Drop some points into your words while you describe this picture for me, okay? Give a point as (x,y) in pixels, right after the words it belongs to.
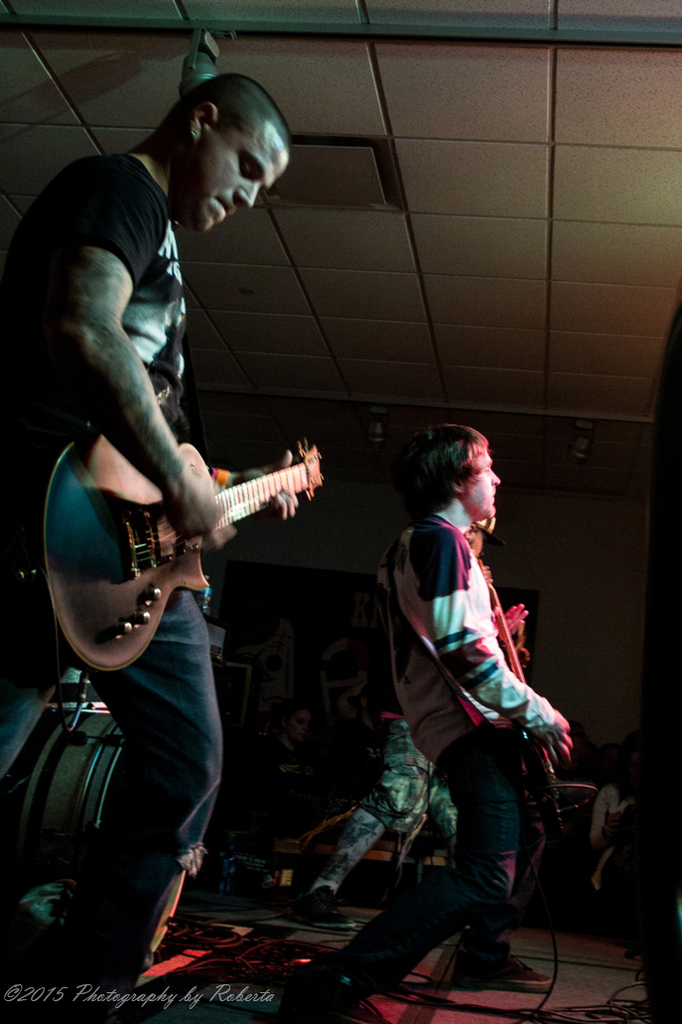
This picture is of inside. On the right (460,560) there is a man (483,875) seems to be playing guitar (516,729) and standing. On the left (157,195) there is a man (118,235) wearing black color t-shirt (114,246), playing guitar (156,546) and standing. In the background (537,510) there is a wall (577,548) and some persons (296,725).
